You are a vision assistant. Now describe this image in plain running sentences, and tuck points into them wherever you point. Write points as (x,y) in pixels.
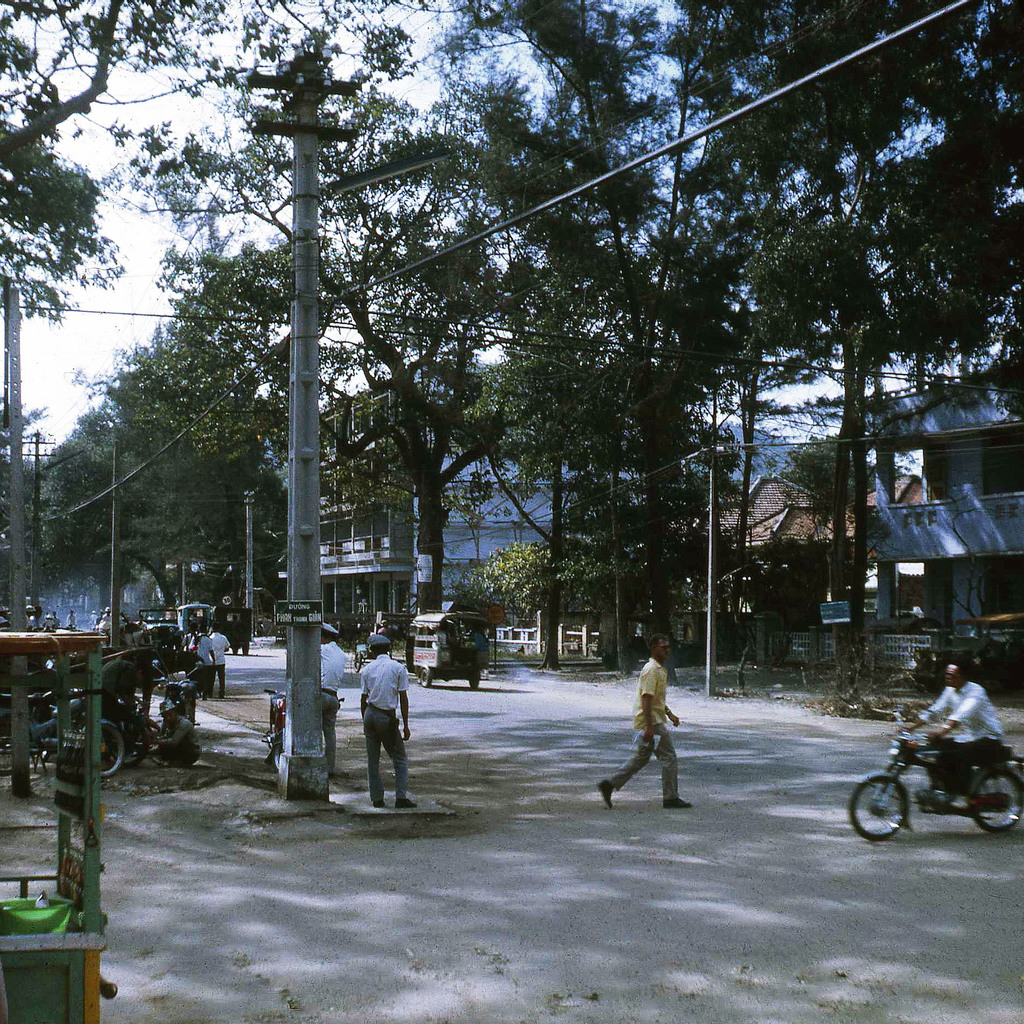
In this image I can see a few persons (962,771) on the road (789,800). The person (944,768) is riding a bike (991,795). There is a building (905,562) and a trees (658,444).
